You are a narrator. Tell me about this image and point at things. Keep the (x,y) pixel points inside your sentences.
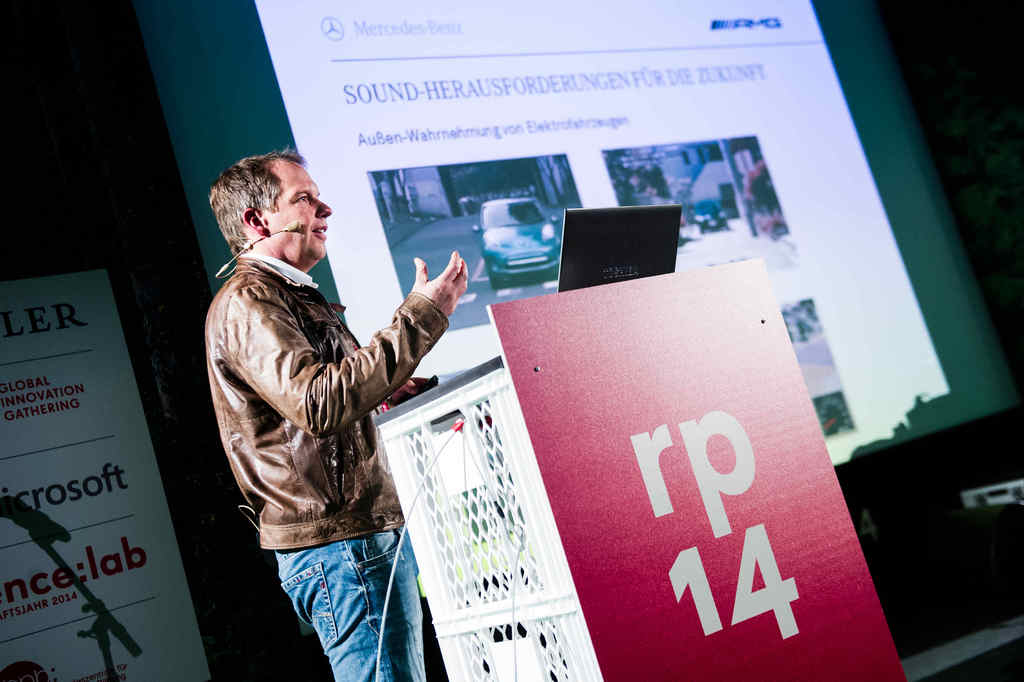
Here I can see a man (359,581) wearing jacket (295,445), jeans (355,590), standing in front of the podium (404,451) and speaking. On the podium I can see a laptop (605,253). In the background (891,308), I can see a screen (767,191) on which some text (483,93) and images (525,192) are visible. On the left side (104,403) a white color board (104,361) is attached to the wall (177,442).
